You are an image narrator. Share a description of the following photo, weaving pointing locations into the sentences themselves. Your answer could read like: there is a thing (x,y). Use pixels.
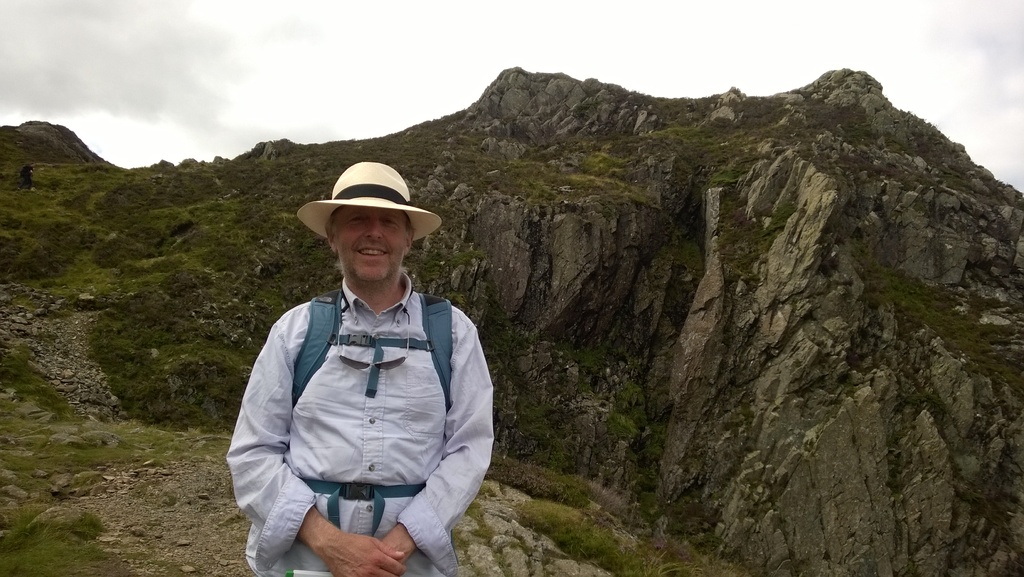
In the foreground of this image (383,455), there is a man (395,350) standing wearing a bag (398,338) and a hat (383,196). In the background (745,264), there is a cliff (482,199) at the top (354,42), there is the sky (284,42).
